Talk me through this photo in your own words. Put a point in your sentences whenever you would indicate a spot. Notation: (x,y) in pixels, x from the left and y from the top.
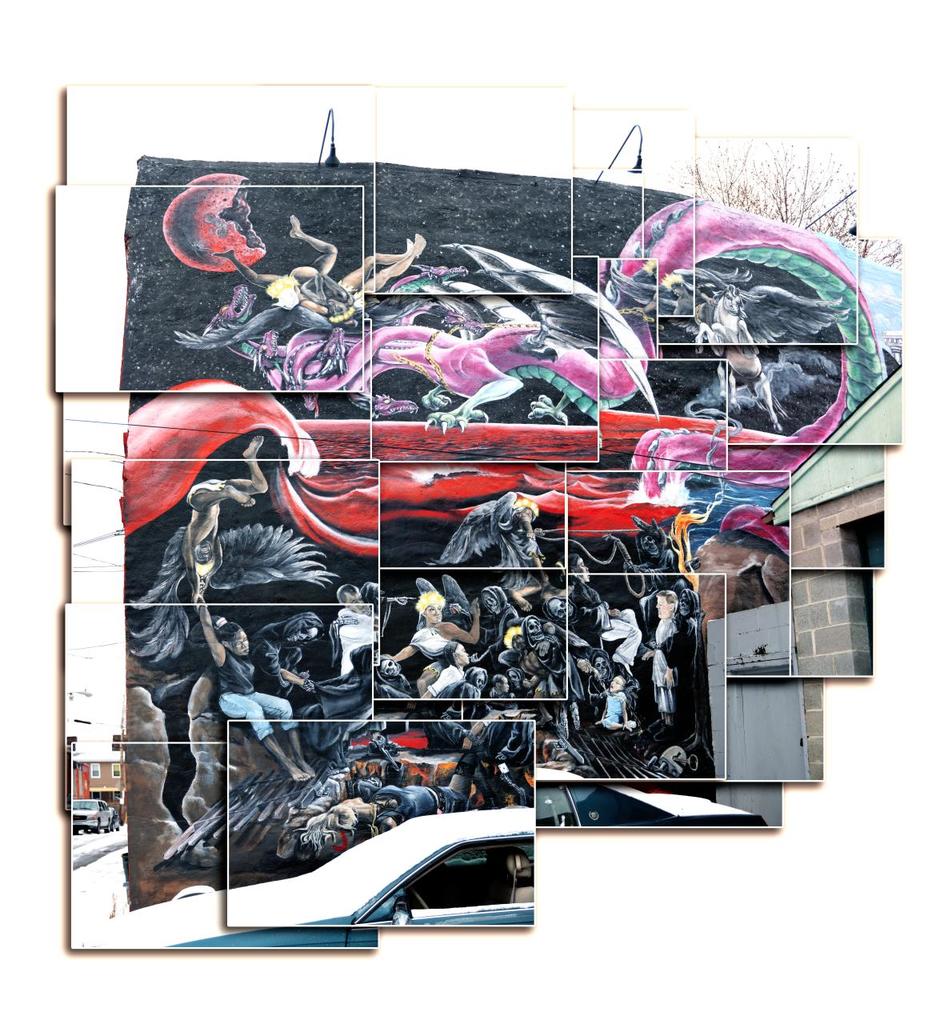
This is a painting puzzle (177,297) which is having cards (113,699).
